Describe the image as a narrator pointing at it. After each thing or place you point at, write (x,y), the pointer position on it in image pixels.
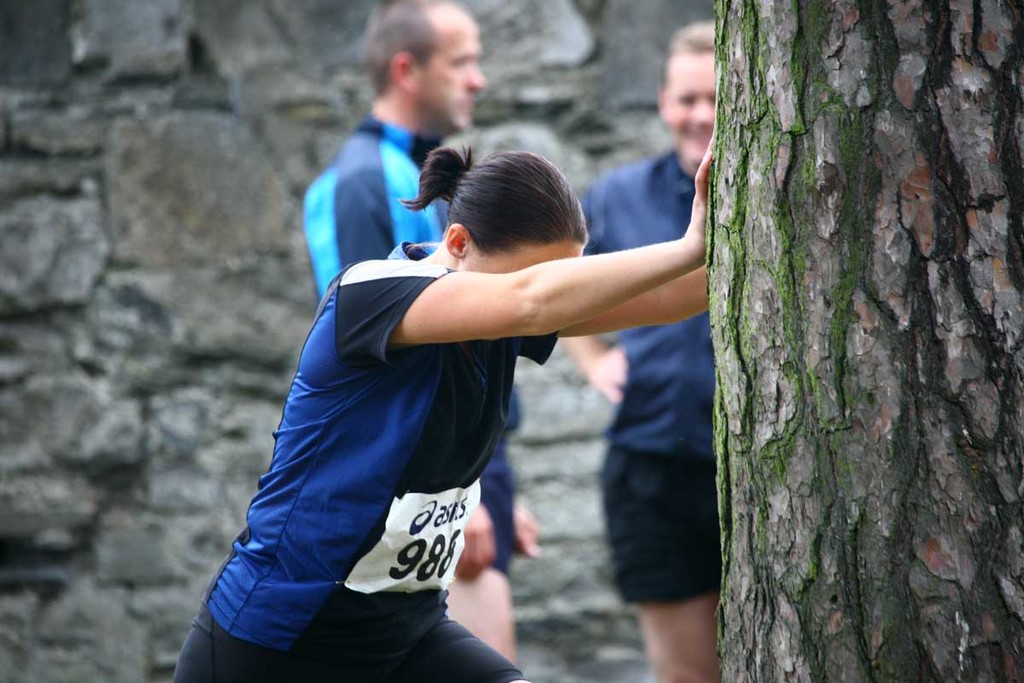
In this image I can see a person (292,491) wearing blue, black and white colored dress (350,426) and a tree trunk (772,494). I can see the blurry background (697,334) in which I can see two persons (611,242) standing and the rock wall (222,219).
